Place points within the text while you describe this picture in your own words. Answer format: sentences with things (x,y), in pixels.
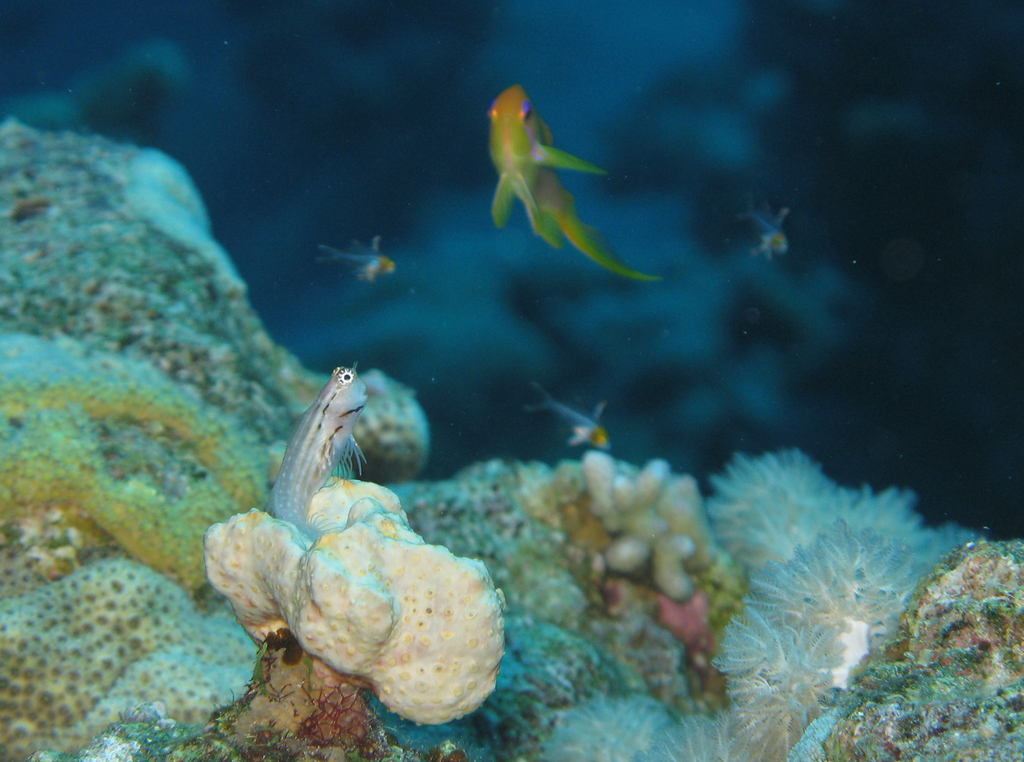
The image is taken underwater, there are some animals (582,417) and other species (104,593).
